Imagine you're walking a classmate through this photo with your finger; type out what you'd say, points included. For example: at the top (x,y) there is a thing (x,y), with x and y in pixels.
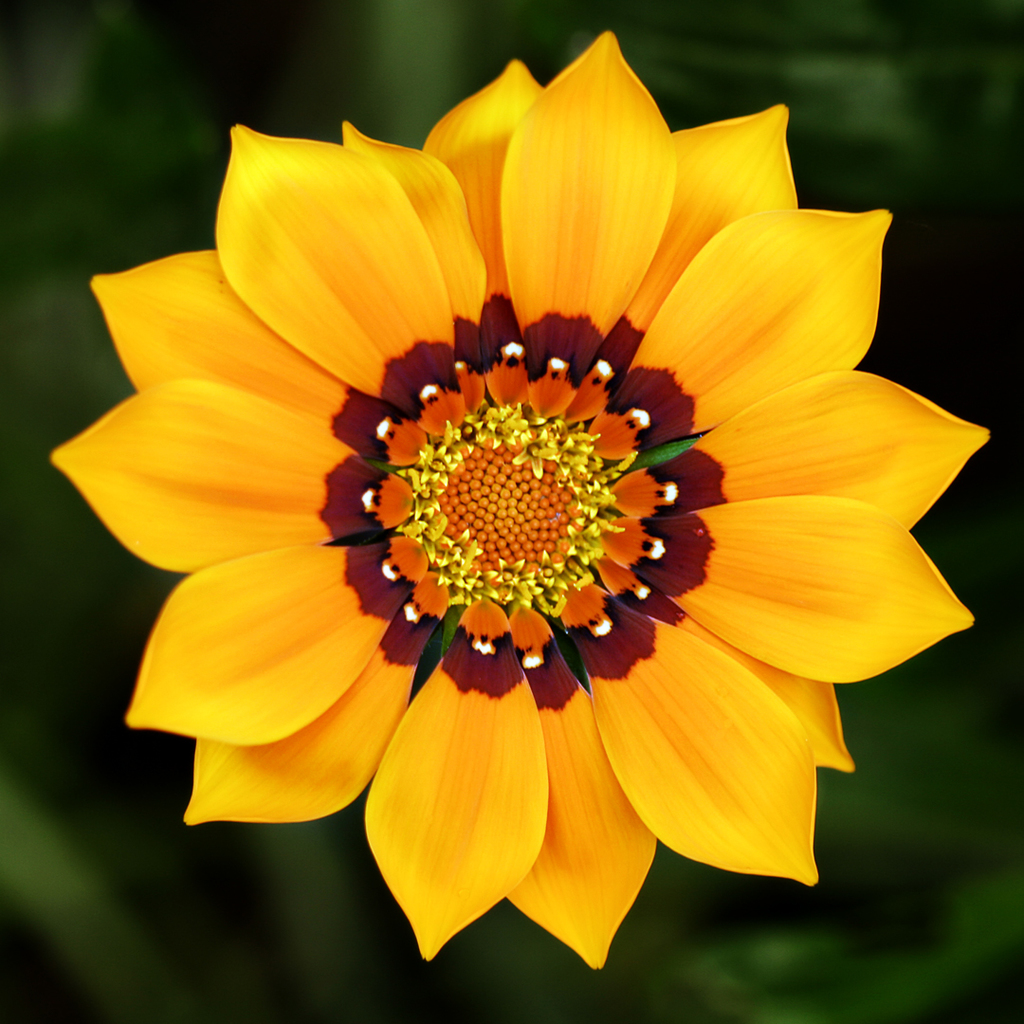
As we can see in the image there is a yellow color flower (520,648) and the background (395,957) is blurred.
